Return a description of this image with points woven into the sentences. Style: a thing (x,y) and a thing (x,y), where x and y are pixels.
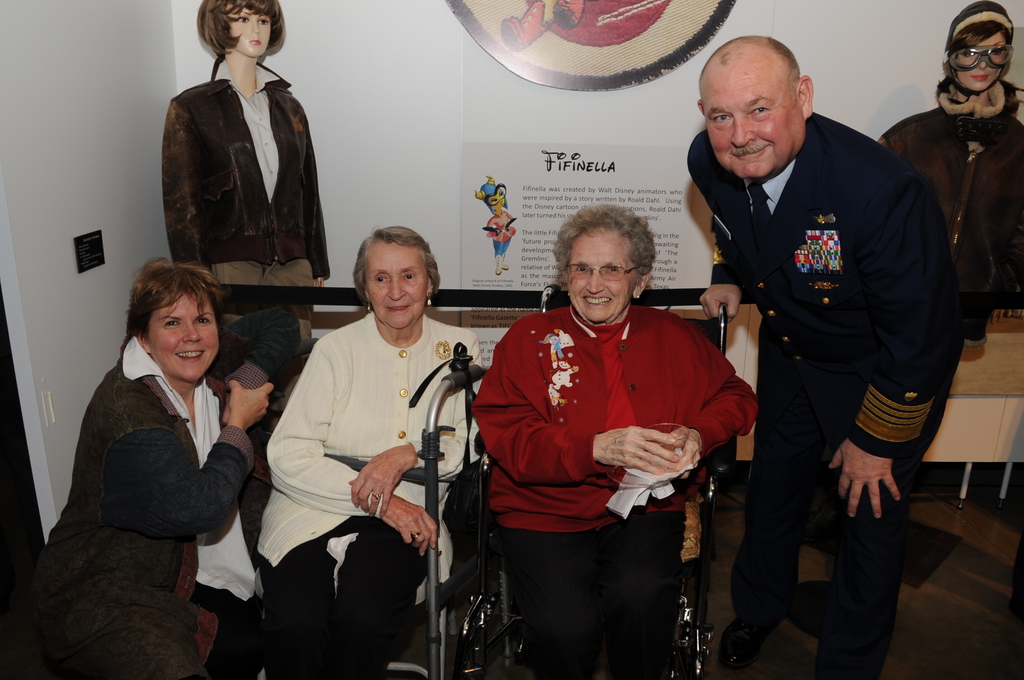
In this picture I can see some people (378,591) are sitting and some people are standing, behind there are some mannequins (255,178) and posters (505,206) to the wall (444,190).
